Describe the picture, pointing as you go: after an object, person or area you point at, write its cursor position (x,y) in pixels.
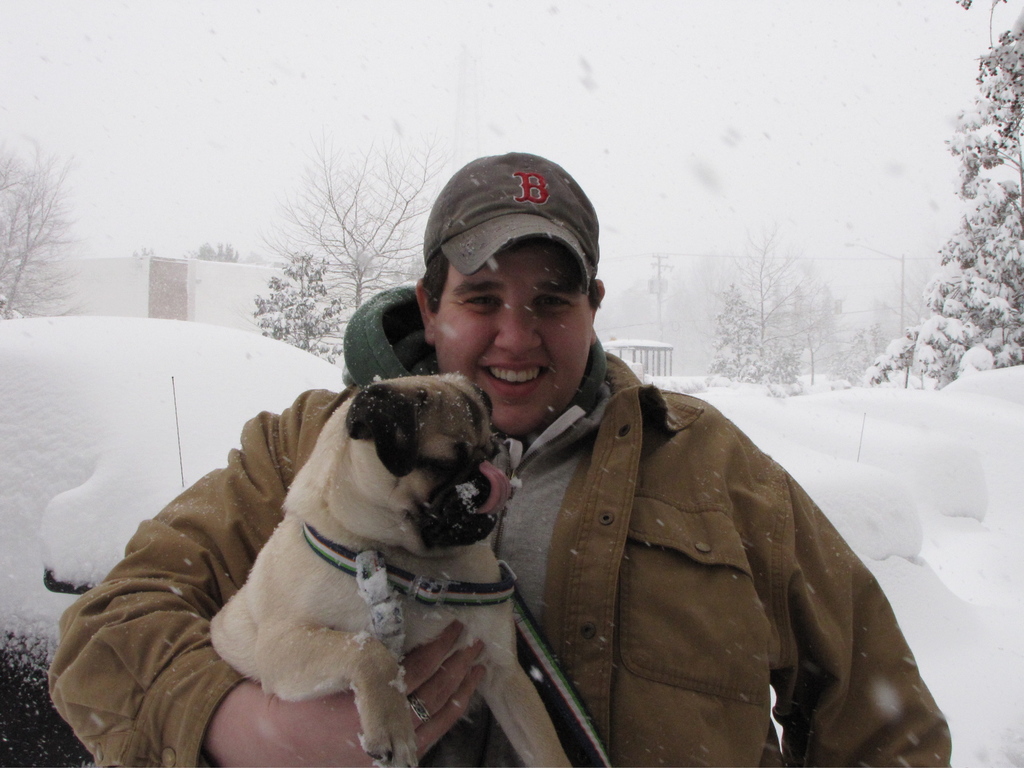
in this image the person (583,617) he could be standing on ice floor (1020,614) and he is holding the dog (398,497) the back ground (760,352) is full of cloudy and some trees (941,307) are there the person (612,536) is wearing the cap (553,227) and jacket (664,600) and the dog (458,536) is having the chain (452,591).
